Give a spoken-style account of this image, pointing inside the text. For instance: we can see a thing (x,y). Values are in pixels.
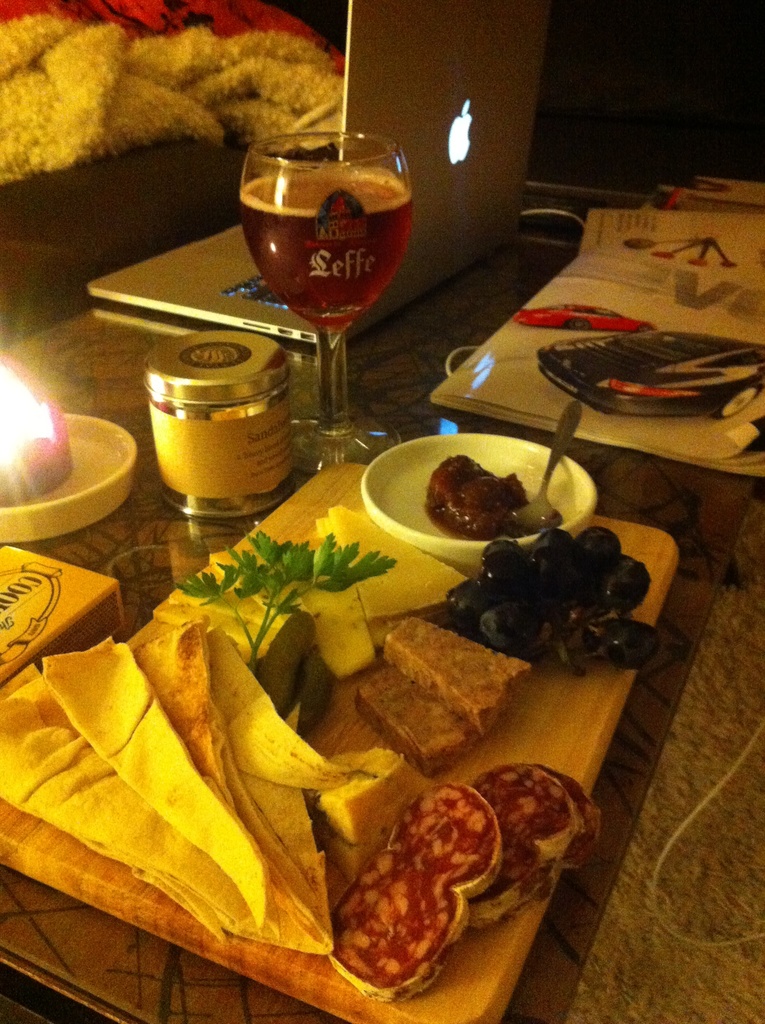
In the center of the image (263,513) there is a table (683,492) on which there are food items (354,579). There is a wine glass (364,264). There is a laptop (444,263). There is a book (592,323) and there are other objects (175,378).
